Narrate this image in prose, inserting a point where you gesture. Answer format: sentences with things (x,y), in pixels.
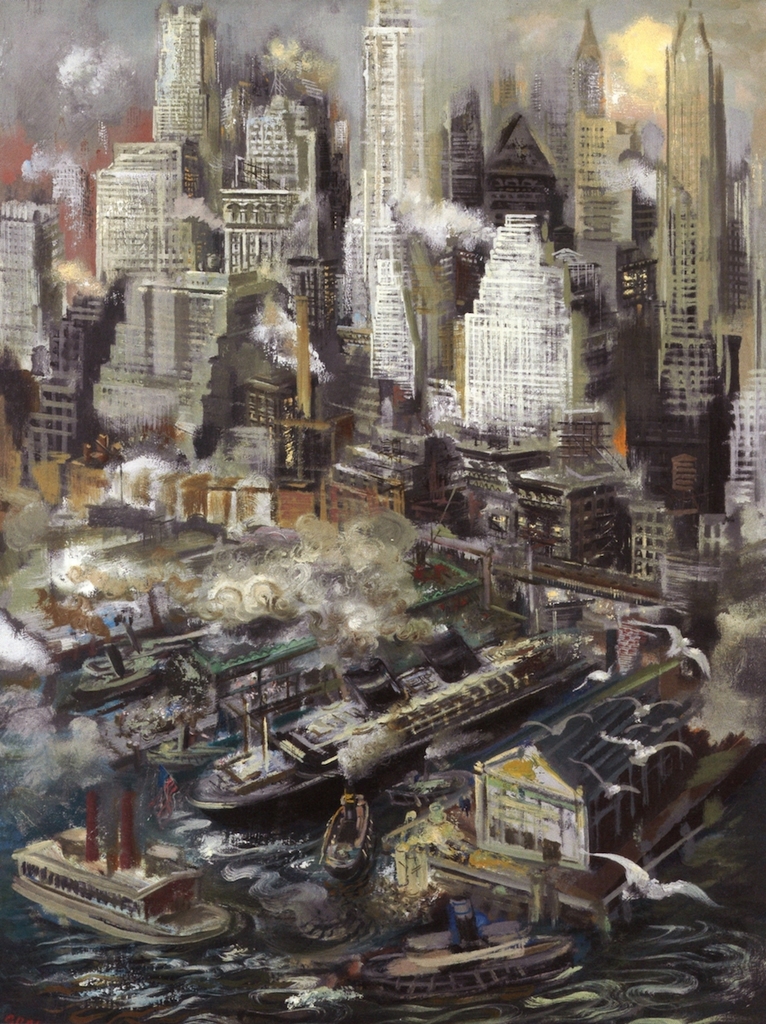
In this image, we can see a painting (423,157), there are some buildings (404,271) and there are some boats (331,772) and ships (414,963).
